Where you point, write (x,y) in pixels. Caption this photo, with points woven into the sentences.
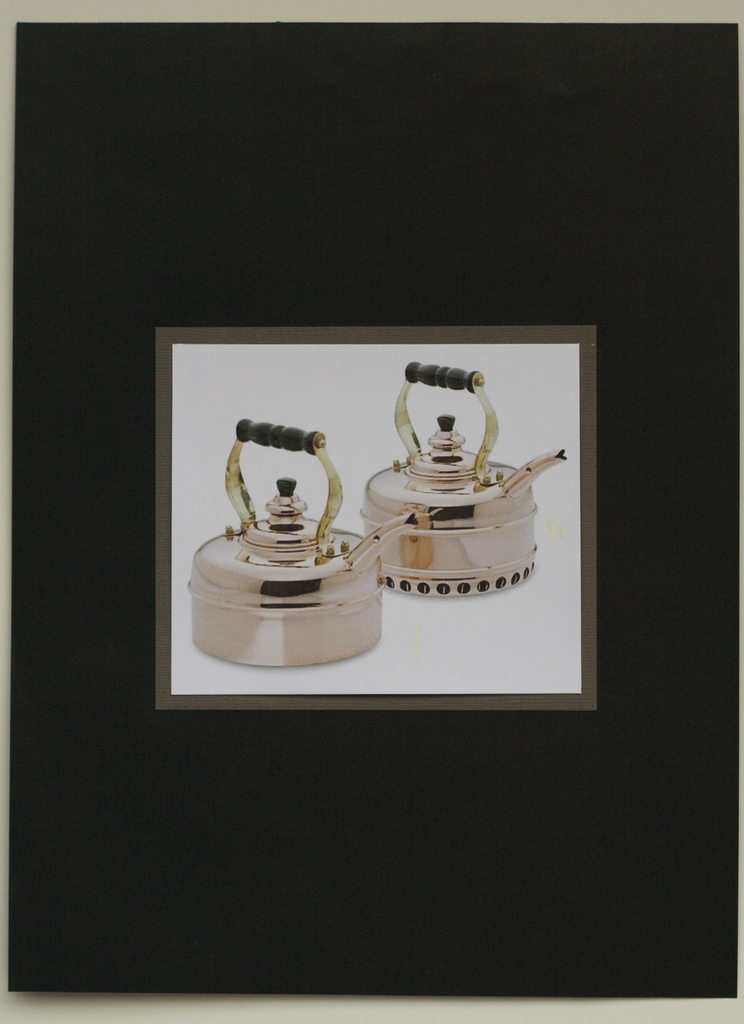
In this image we can see one blackboard (77,941) attached to the wall (120,1020) and two teapots photo (192,653) attached to the blackboard (46,877).
